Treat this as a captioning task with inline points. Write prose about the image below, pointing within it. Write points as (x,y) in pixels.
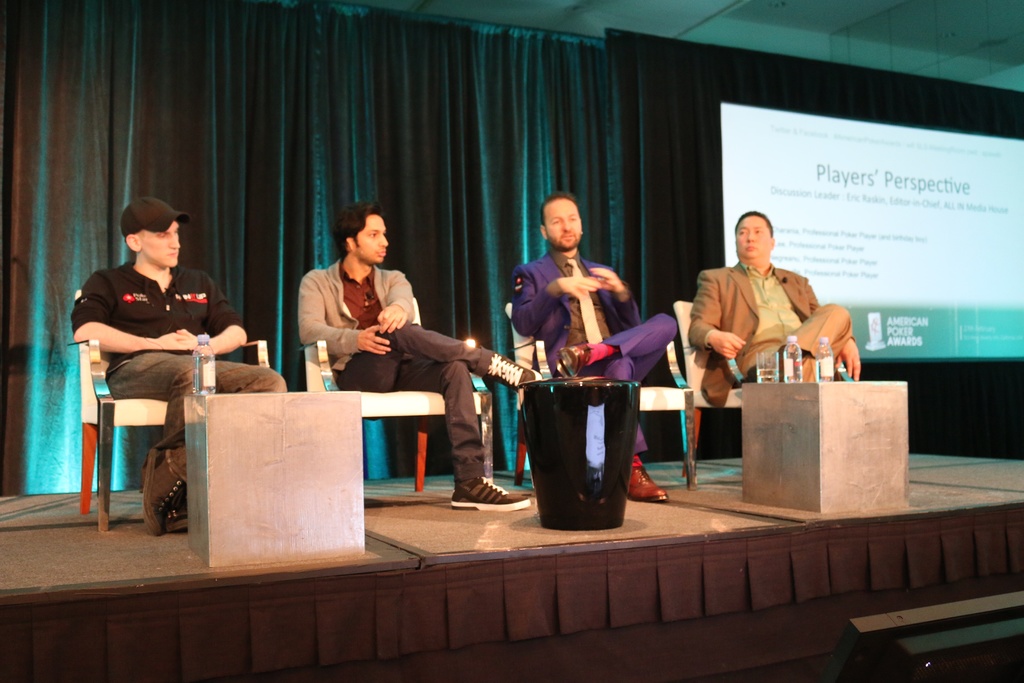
In this image I can see there are four people (161,243) sitting on the chair (391,396) and a person (173,231) on the left side (137,220) wearing a cap (149,224) and I can see on the right side (979,328) there is a screen (790,234).
